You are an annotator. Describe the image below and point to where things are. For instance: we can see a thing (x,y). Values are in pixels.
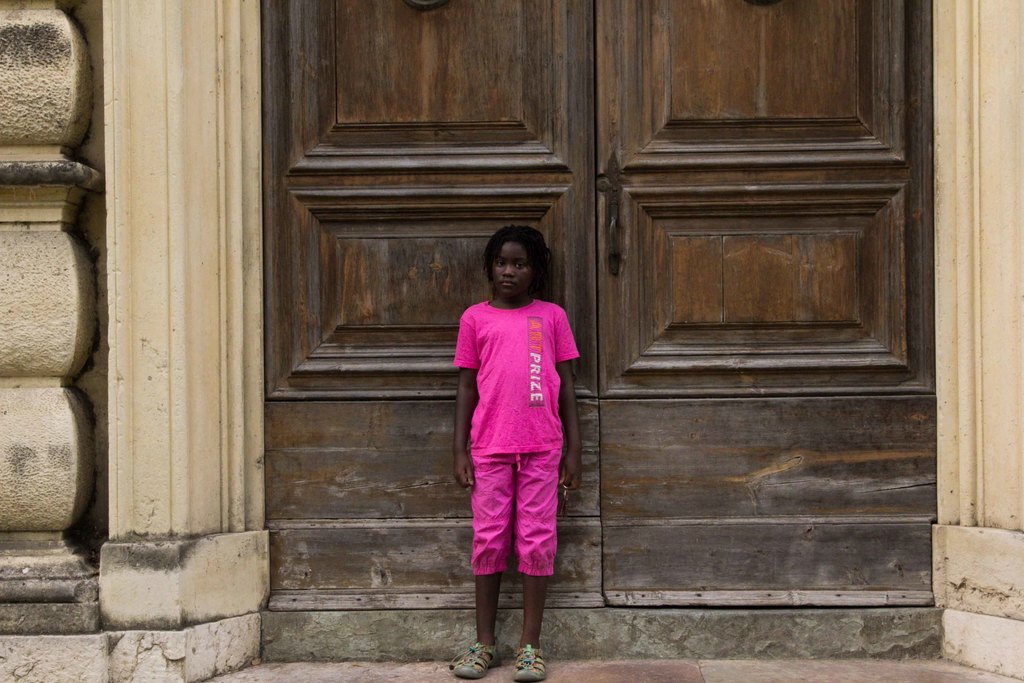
In this picture we can see a person (511,425) is standing, in the background (573,207) there is double door (600,167), this person (541,349) wore footwear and pink color clothes (525,471).
